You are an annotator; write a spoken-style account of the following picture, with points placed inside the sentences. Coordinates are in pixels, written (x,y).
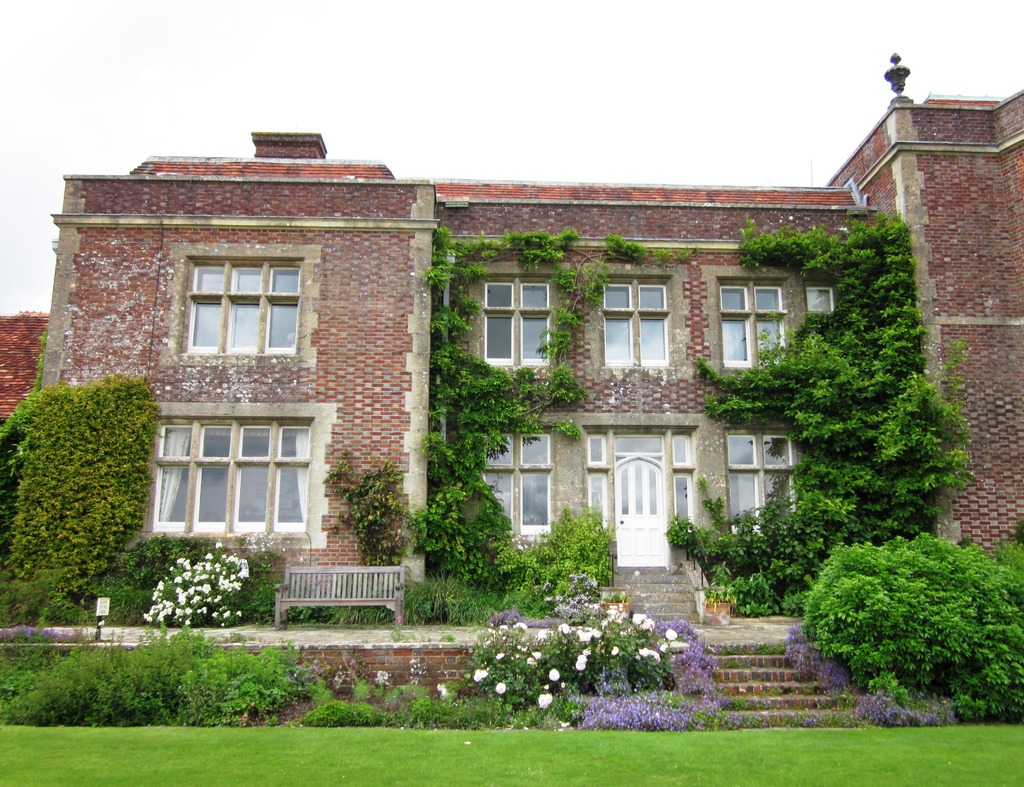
In this image there is a building (601,479) in the middle (653,394). There are glass windows (529,344) to it. In front of the building (786,430) there is a garden (535,725) in which there are flower plants (625,675) and grass (755,738). At the top (616,83) there is the sky (616,83).
